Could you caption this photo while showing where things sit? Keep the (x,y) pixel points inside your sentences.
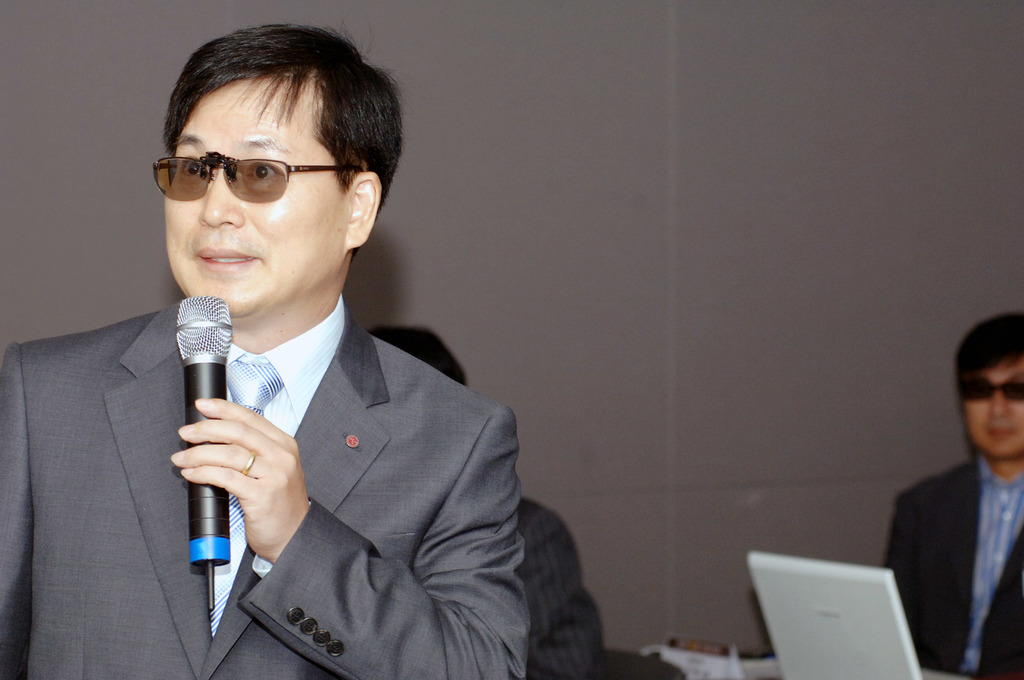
As we can see in the image there are three people (416,442). the man (350,375) who is standing on the left side (303,251) is wearing spectacles (274,181), gray color jacket (387,455) and talking on mic (192,357) and the man (942,499) on the right side (990,633) is wearing black color jacket (977,484) and there is a laptop (813,615) over here.
